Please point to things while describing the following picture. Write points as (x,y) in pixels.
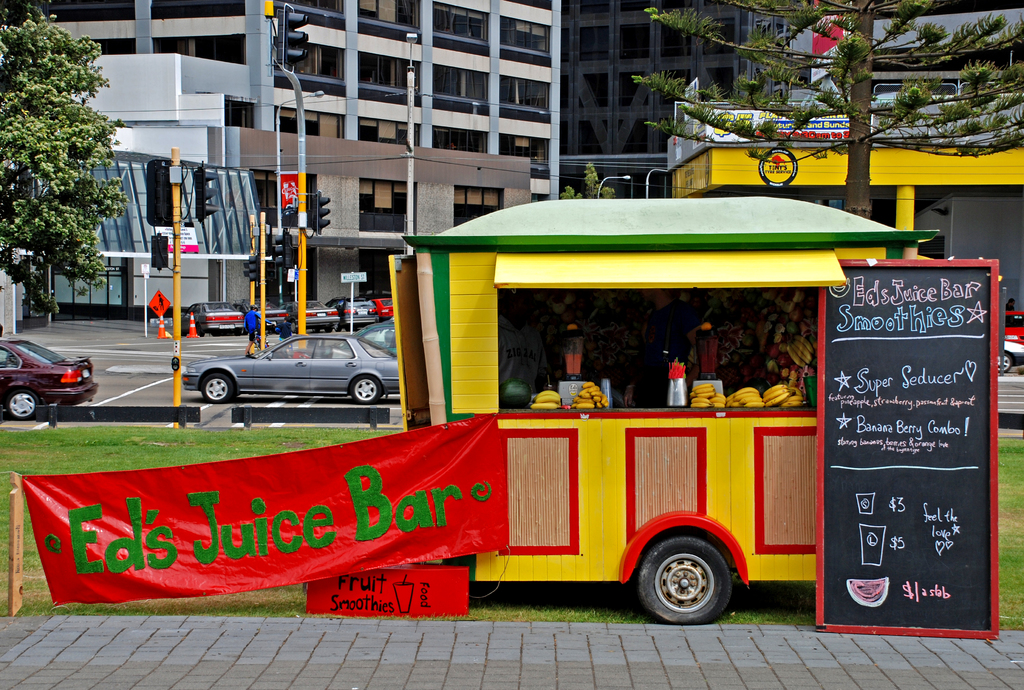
This image is taken outdoors. At the bottom of the image (270,650) there is a sidewalk (766,664) and there is a ground (79,464) with grass (100,463) on it. In the middle of the image (470,258) there is a food truck (634,303) with many food items (522,397). There is a board (935,457) with a text (951,329) on it and there is a banner (200,526) with a text (282,520) on it. In the background (302,192) there are a few buildings (369,148), poles (263,286) with street lights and signal lights (280,255) and there are two trees (98,189). A few vehicles (264,371) are moving on the road (343,331) and a few are parked on the road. There is a signboard (158,315) and a man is walking on the road (241,345).
